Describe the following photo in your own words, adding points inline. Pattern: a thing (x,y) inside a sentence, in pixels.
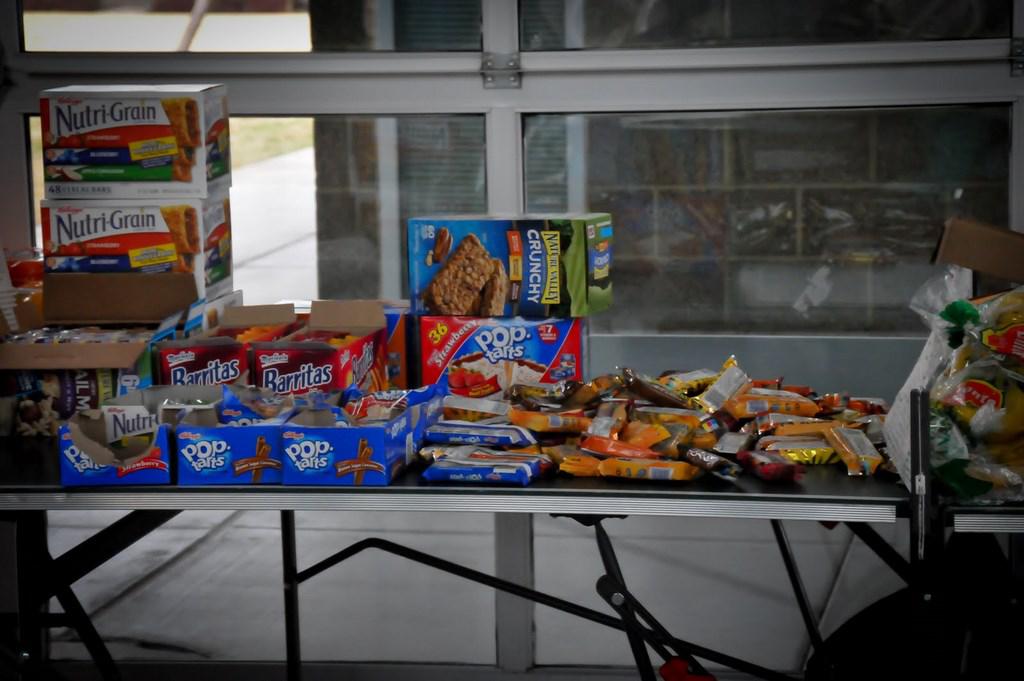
In the foreground of this image (702,440), there are chocolates (485,436), cardboard boxes (370,426) on the table (668,506). In the background (662,135), there is a glass (733,177). Through the glass (750,220), we can see many objects (758,223) in the rack (696,252).
